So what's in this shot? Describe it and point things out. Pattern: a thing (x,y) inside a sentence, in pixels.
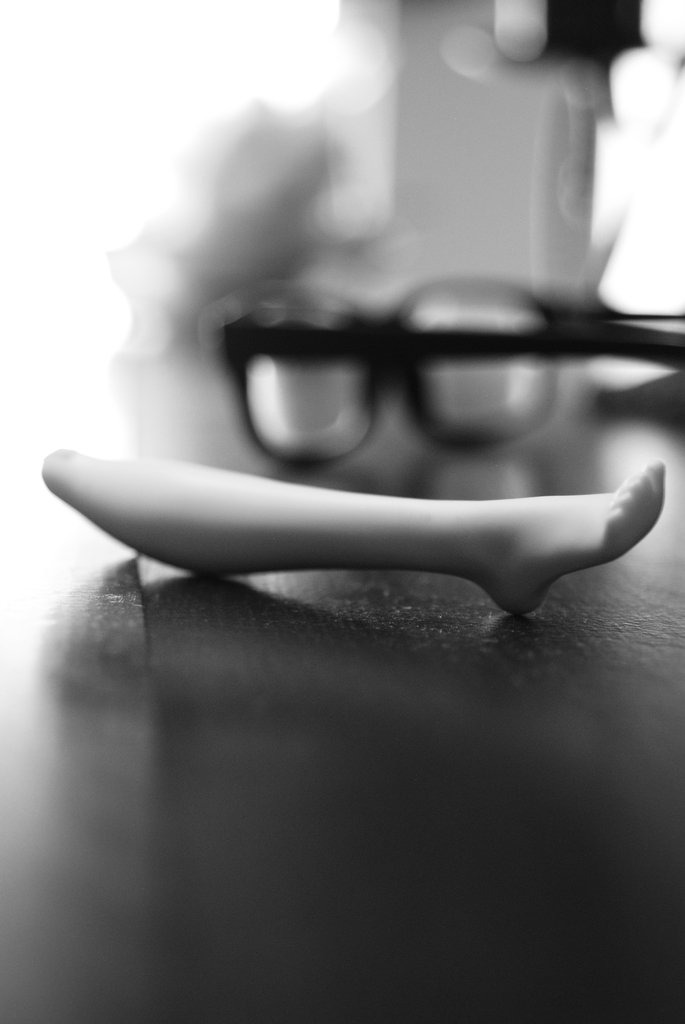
There is a white color toy leg (410,515) on a surface (240,649). In the background (654,331), there is a spectacle (636,345). And the background (628,97) is blurred.
